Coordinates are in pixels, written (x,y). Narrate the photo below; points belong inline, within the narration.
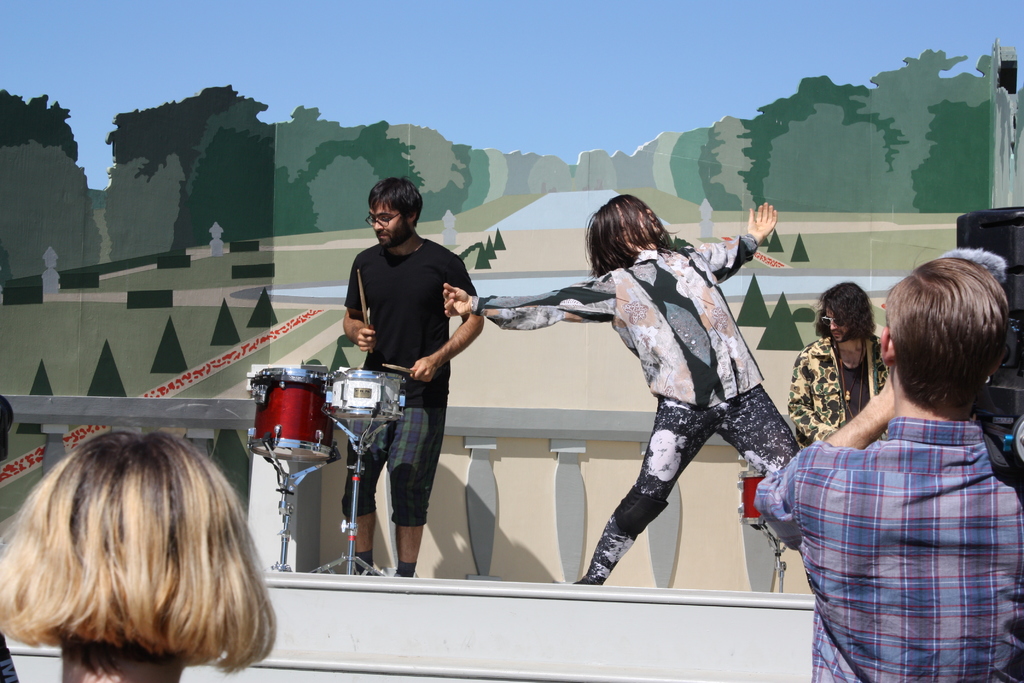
In the image we can see there are people (857,593) standing and one is sitting. They are wearing clothes (644,374). Here we can see musical instruments (313,422) and drumsticks (365,320). Here we can see a poster (610,170) and a video camera (996,406).
